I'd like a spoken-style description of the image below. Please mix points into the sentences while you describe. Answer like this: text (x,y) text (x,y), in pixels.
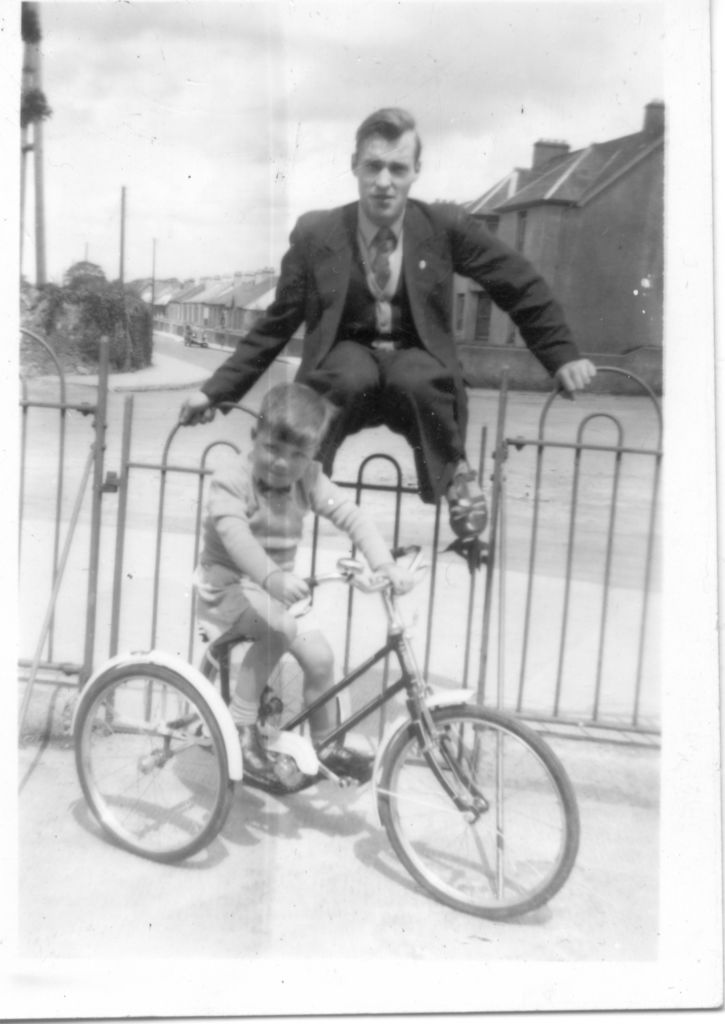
In this image, we can see a kid (275,656) is riding a vehicle (226,789) on the road (346,877). Here a person (410,405) is on the grill (66,406). Background (207,319) we can see few houses (216,320), trees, poles (121,268) and sky (254,143).
